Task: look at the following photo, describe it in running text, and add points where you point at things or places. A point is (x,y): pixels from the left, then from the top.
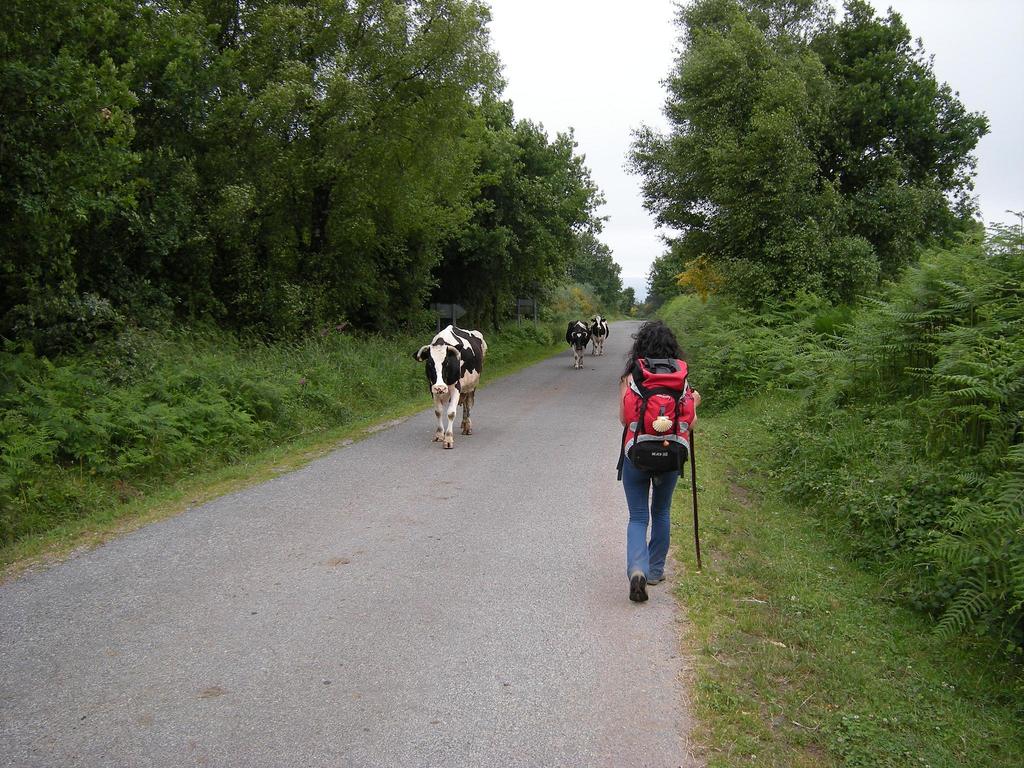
In this image I can see a person (658,325) walking, wearing a bag (663,375) and holding a stick (695,449). In the middle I can see three cows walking on the road (318,554) and there are some trees (720,176) on either side of the road (499,410).
